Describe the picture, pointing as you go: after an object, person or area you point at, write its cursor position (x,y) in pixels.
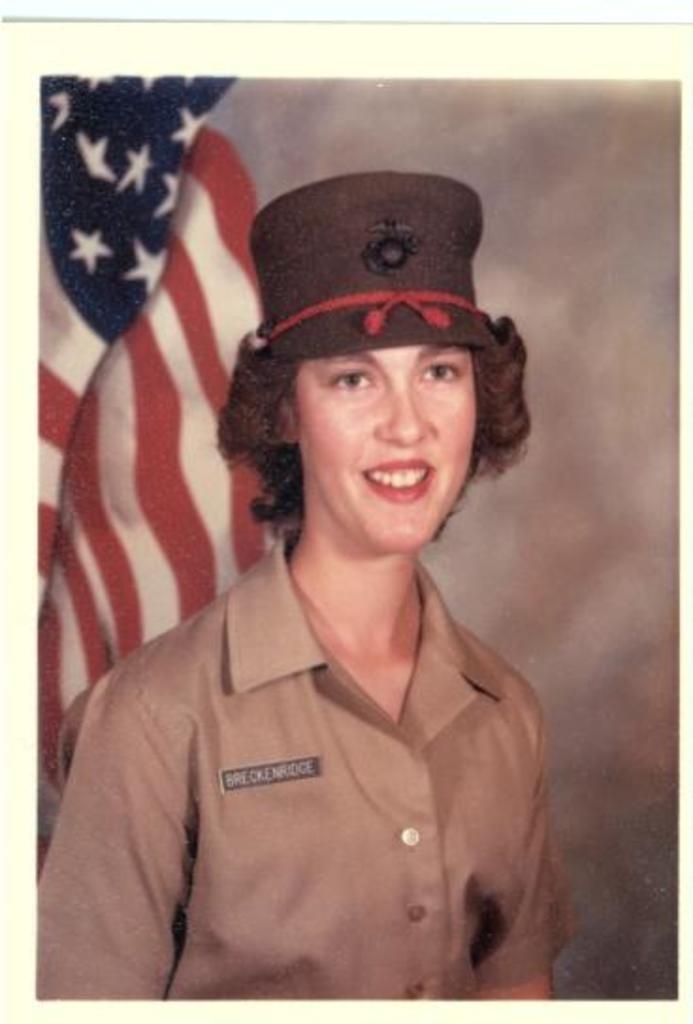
In this image there is a photo (438,604), in that photo (373,905) there is a lady (421,808) wearing a hat (346,326), in the background (189,289) there is a flag (189,256).
